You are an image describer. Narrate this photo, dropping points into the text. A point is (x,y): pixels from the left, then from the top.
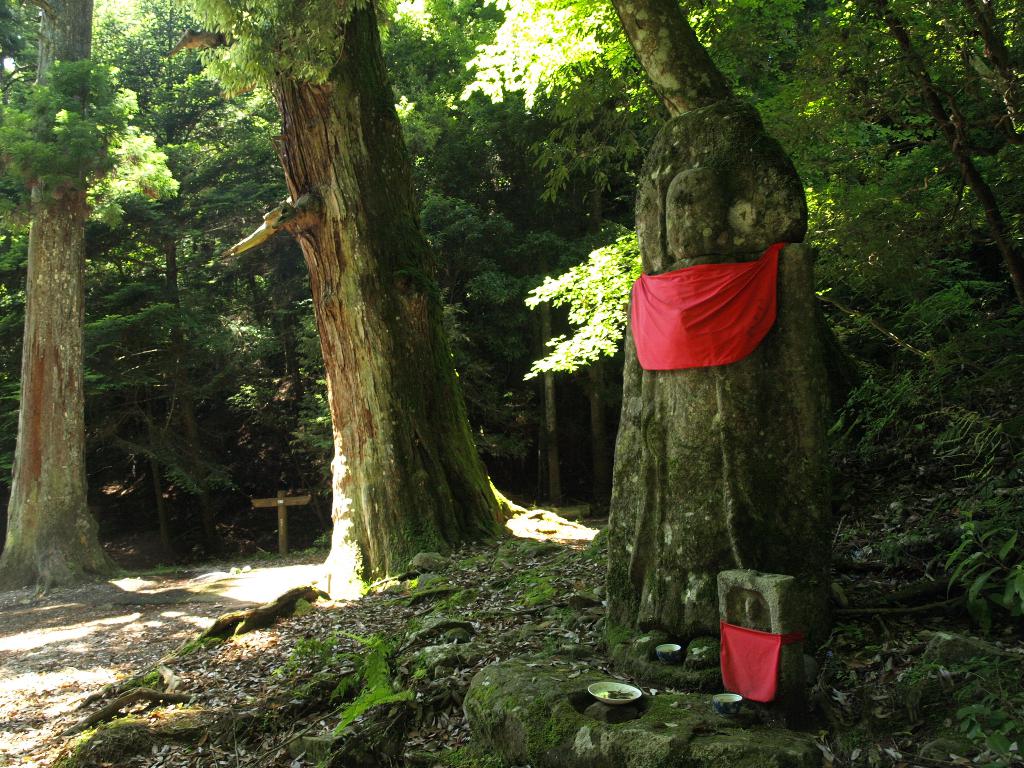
In this image in the front (485,693) there is grass (1020,694) on the ground (460,654) and there is a stone statue (728,394) and on the stone statue (711,183) there is an object (698,326) which is red in colour and there are plates (667,650) which are white in colour. In the background (475,193) there are trees (522,229).
